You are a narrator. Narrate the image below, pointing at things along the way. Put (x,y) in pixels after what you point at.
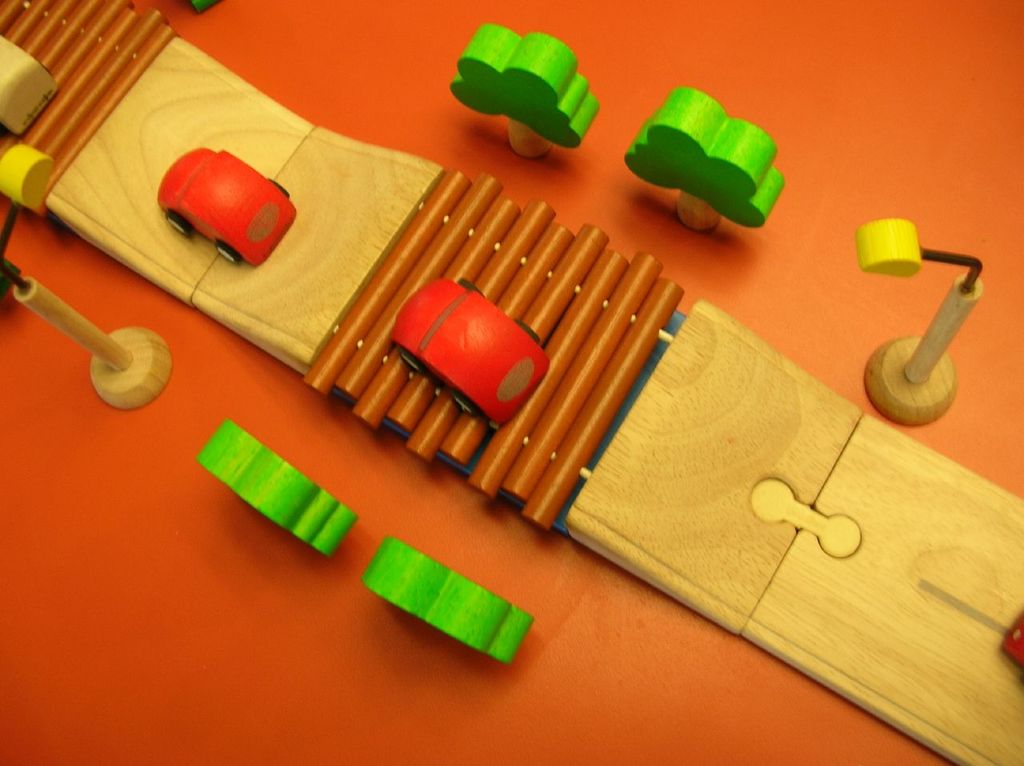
In this image in the center (424,339) there are some toys (891,357) and a wooden board (854,512), at the bottom (679,626) there is a table (578,599).
